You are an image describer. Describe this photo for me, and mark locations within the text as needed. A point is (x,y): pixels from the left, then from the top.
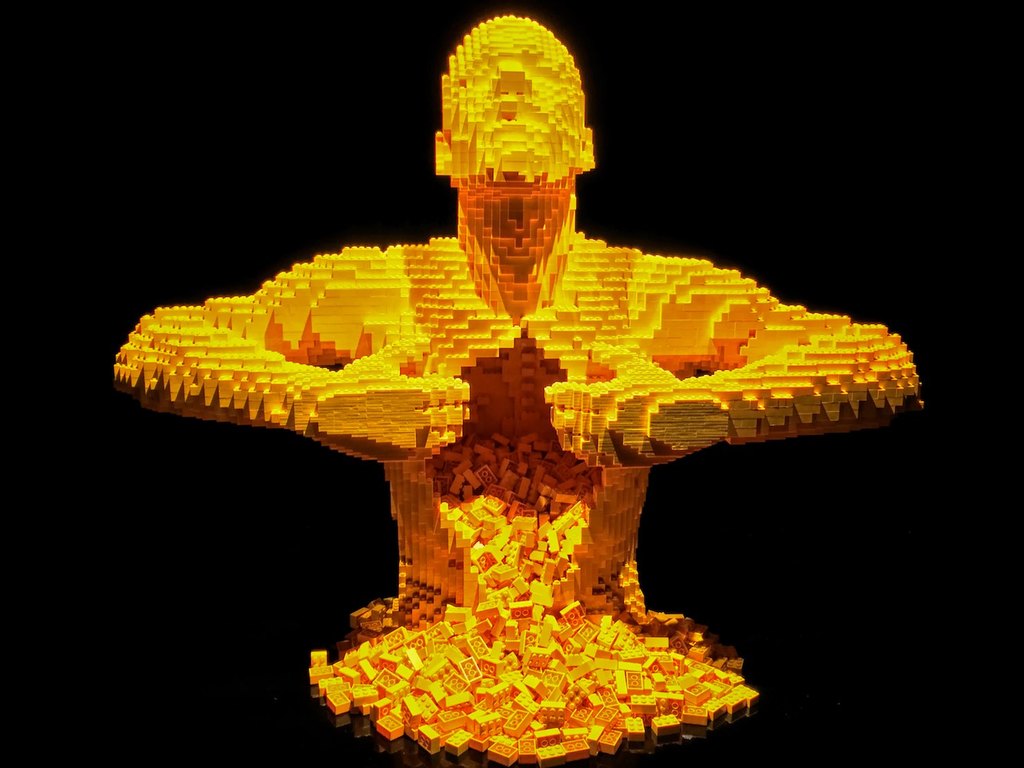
In this image we can see a statue (654,358) made with Lego blocks (568,667).
